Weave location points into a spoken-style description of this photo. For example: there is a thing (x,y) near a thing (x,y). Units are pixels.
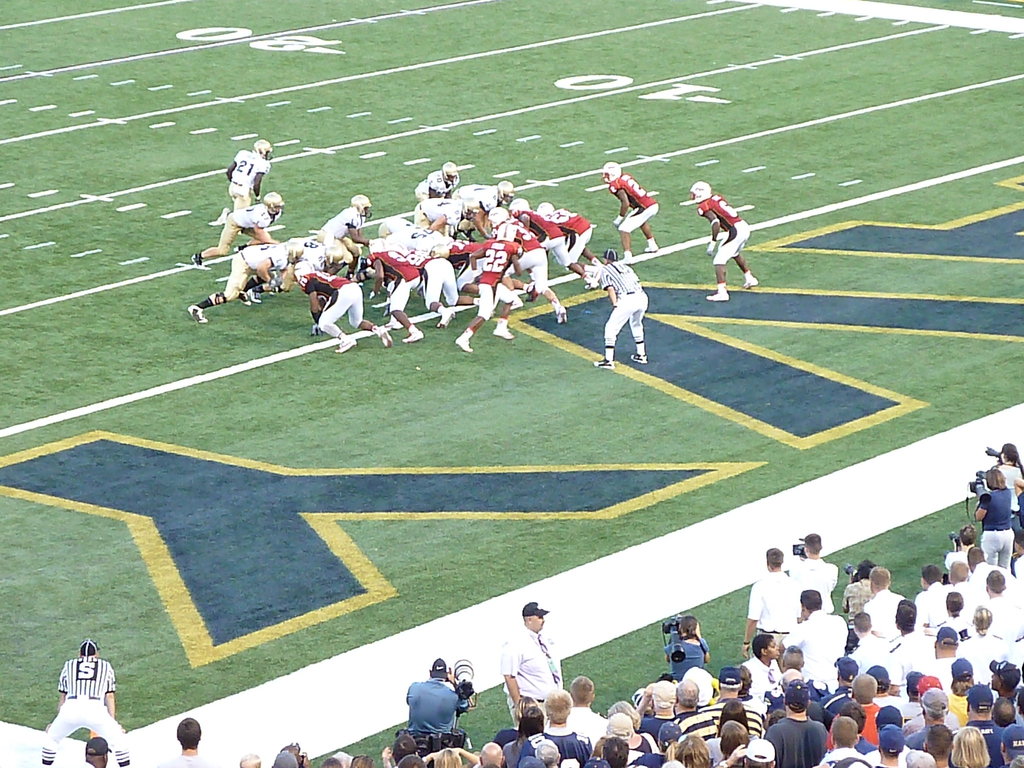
In this image I can see few people (433,274) are playing the game in the ground (311,434). On the bottom of the image (662,725) I can see few people (789,682) are looking at those people (425,278). Here I can see few men (794,576) are holding the cameras (674,648) in their hands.
